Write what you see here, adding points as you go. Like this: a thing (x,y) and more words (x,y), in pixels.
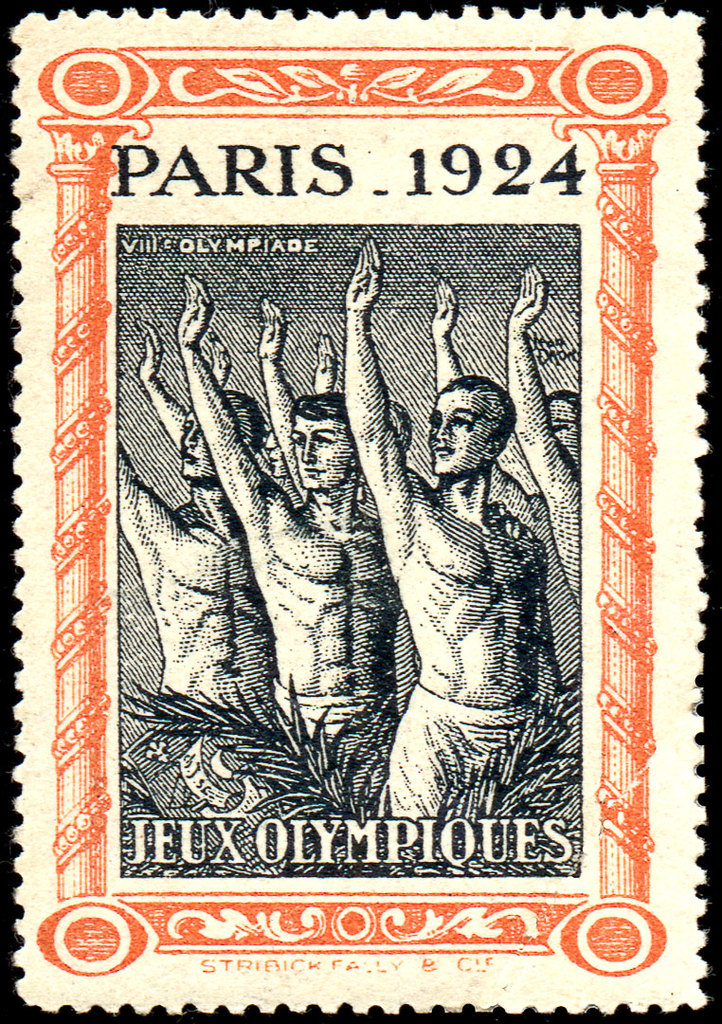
This image consists of a stamp (456,982). In which there are persons (207,621) along with the text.
